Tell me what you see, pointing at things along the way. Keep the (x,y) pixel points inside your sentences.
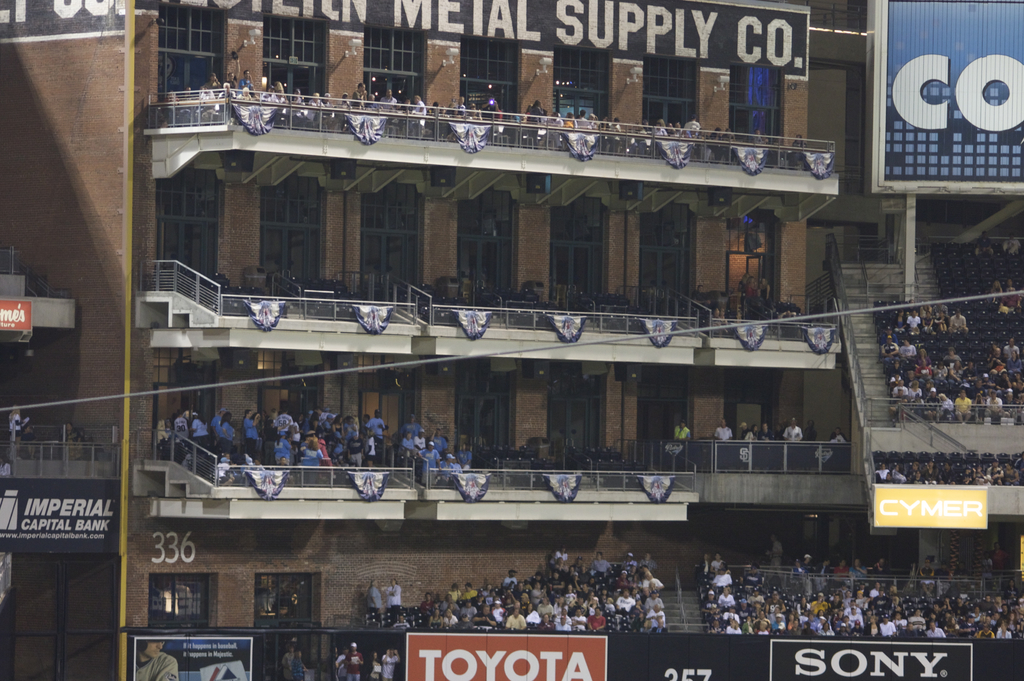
In the picture it looks like a stadium building (94,232), there is a huge crowd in most floors (581,426) of the stadium (686,364) and in the foreground (585,644) there are company names (604,650).
